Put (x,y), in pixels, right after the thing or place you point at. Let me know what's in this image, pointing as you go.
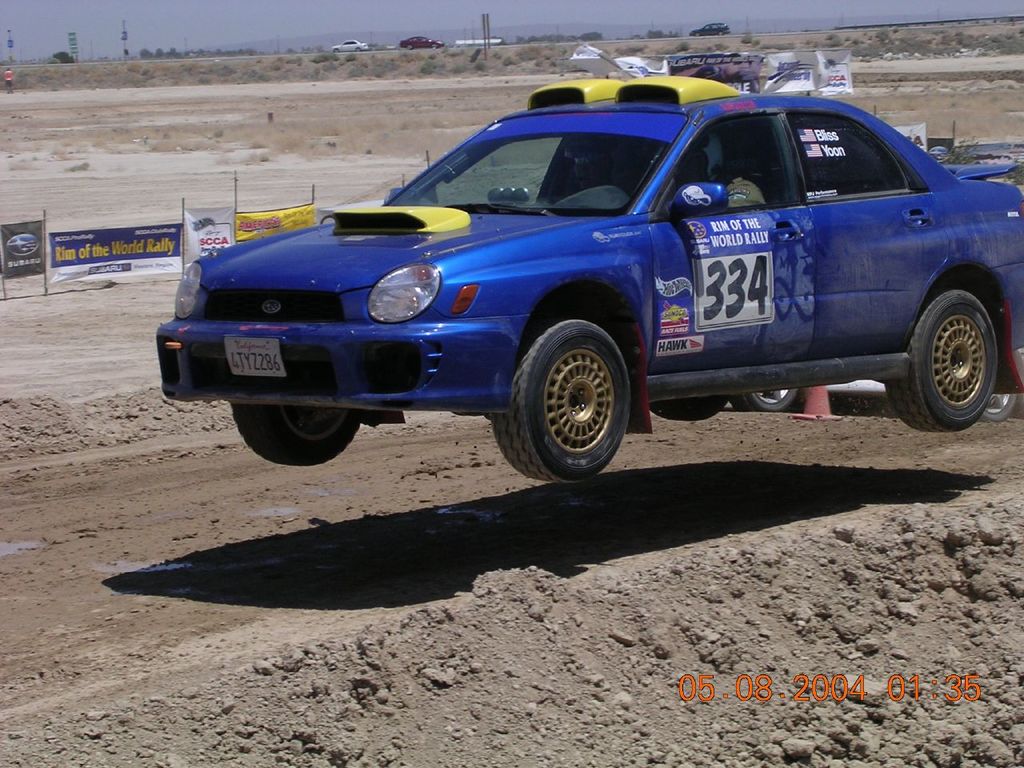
In this image we can see few vehicles (544,110). There are many advertising boards (211,242) in the image. We can see the sky (267,31) in the image. There are few people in the image.
